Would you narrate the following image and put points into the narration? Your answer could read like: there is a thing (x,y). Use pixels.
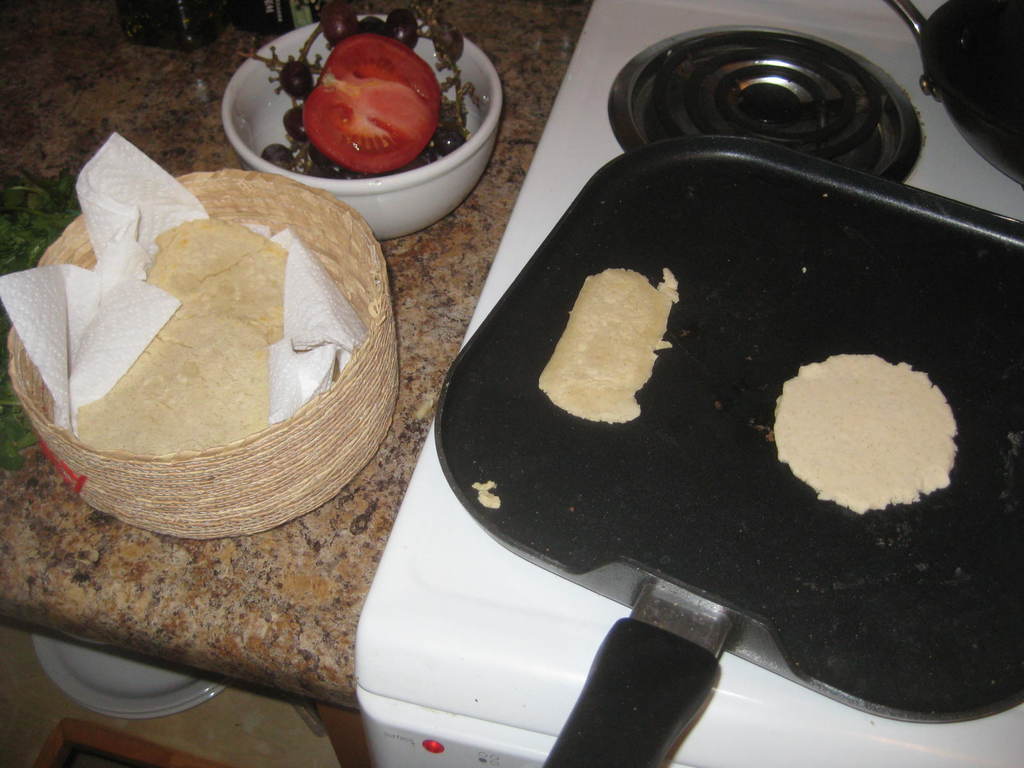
In this image there are fruits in the bowl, there is food (226,379) in the bowl (300,232), there are tissue paper (115,329), there are objects (29,201) on the surface (219,594), there is a pan (688,601), there is food (840,409) in the pan (744,401), there is an object (970,72) truncated towards the right of the image (997,95), there is an object (48,205) truncated towards the left of the image (31,241), there are plates (109,685) on the surface (186,735).
